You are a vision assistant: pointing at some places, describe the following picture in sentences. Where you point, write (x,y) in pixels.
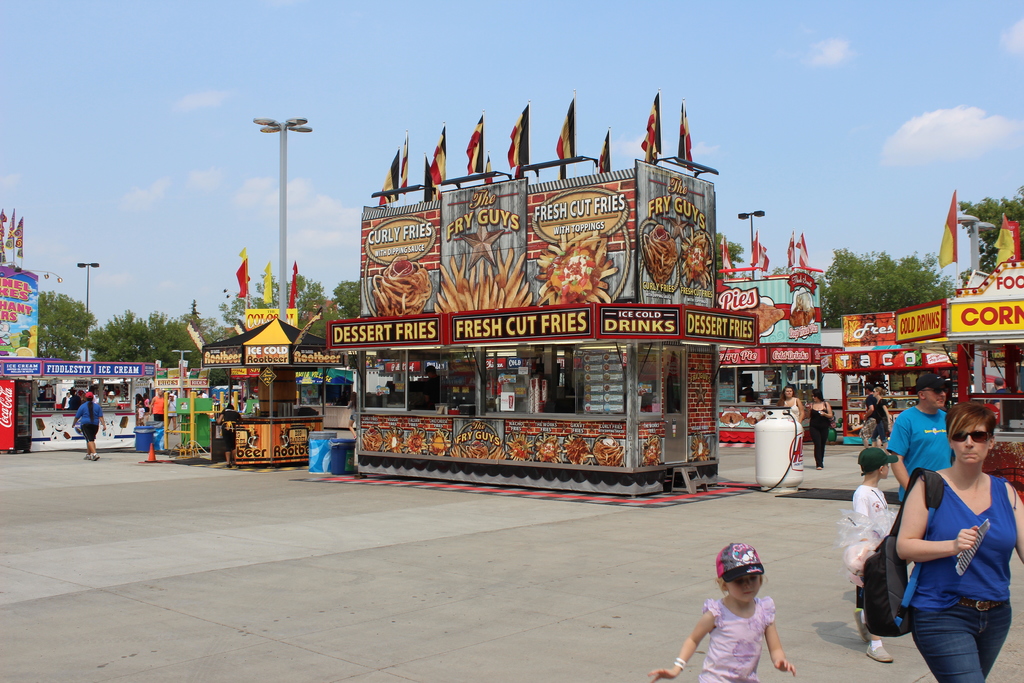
In this image I can see the ground (358,595), few persons (909,449) standing on the ground (406,633), a cylinder (759,451) and number of stores (410,278). I can see few trees (64,326) which are green in color, few flags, few poles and in the background (880,104) I can see the sky (725,90).
